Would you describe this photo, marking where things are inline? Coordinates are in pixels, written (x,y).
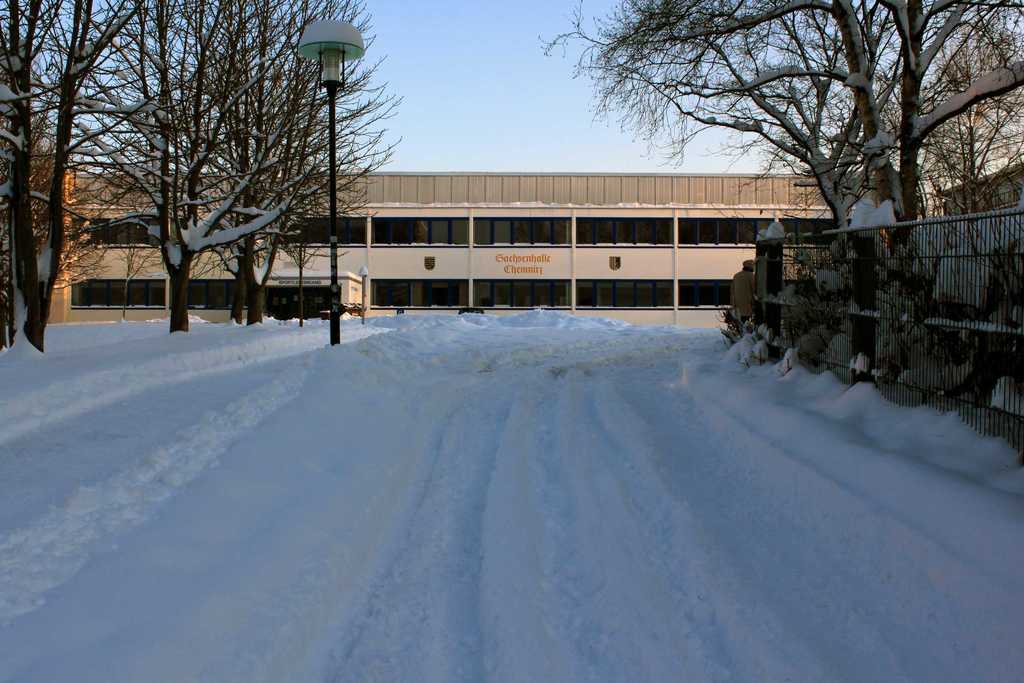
In this image I can see the snow (532,435), the railing (1001,295), few trees (836,37), a black colored pole (312,58) and a building (348,255) which is cream in color. In the background (550,110) I can see the sky (533,94).
